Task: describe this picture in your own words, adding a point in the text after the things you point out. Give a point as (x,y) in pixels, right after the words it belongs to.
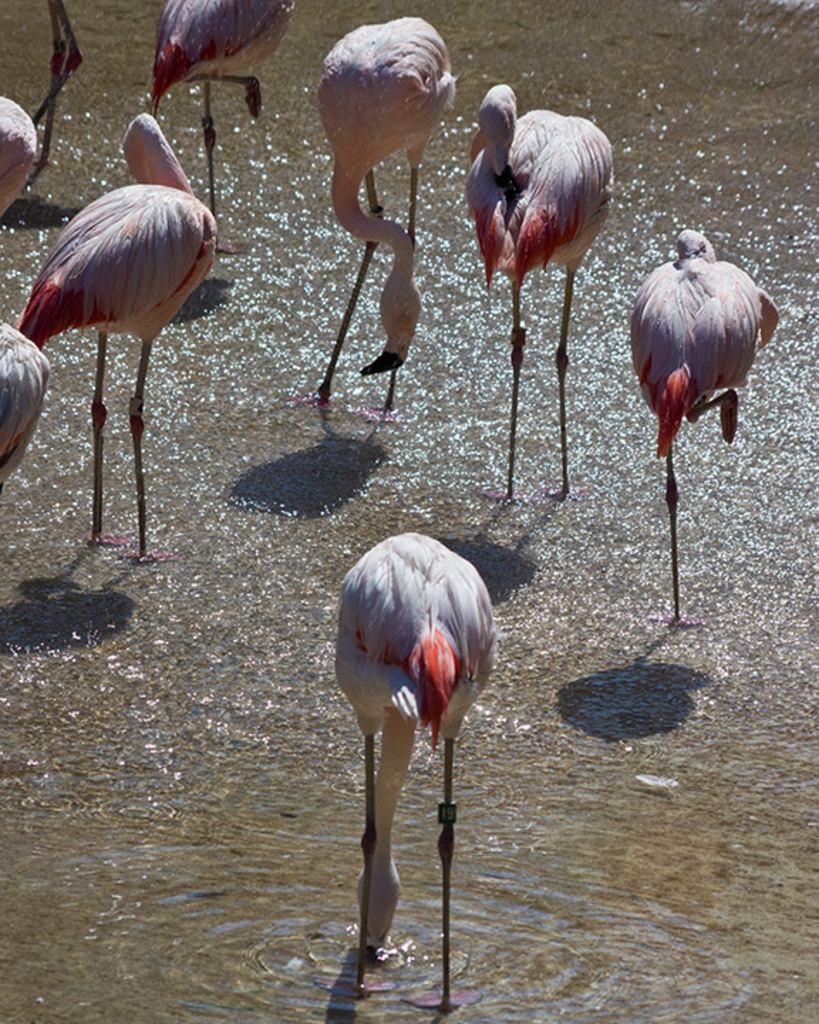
In the center of the image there are many flamingos (134,426). At the bottom of the image (619,914) there is water (655,944).
